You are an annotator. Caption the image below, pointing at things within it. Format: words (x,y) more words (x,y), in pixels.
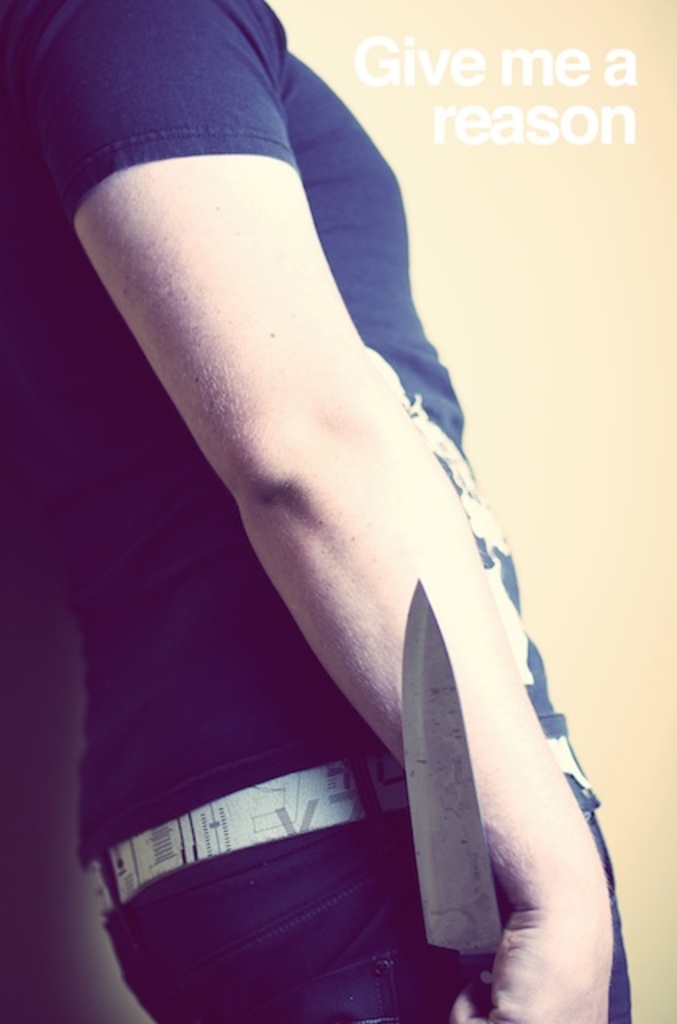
In this picture I can see a person (268,678) is holding a knife (439,786) in the hand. The person (243,431) is wearing a t-shirt (171,415) and pant (269,890). Here I can see a watermark (519,122).
